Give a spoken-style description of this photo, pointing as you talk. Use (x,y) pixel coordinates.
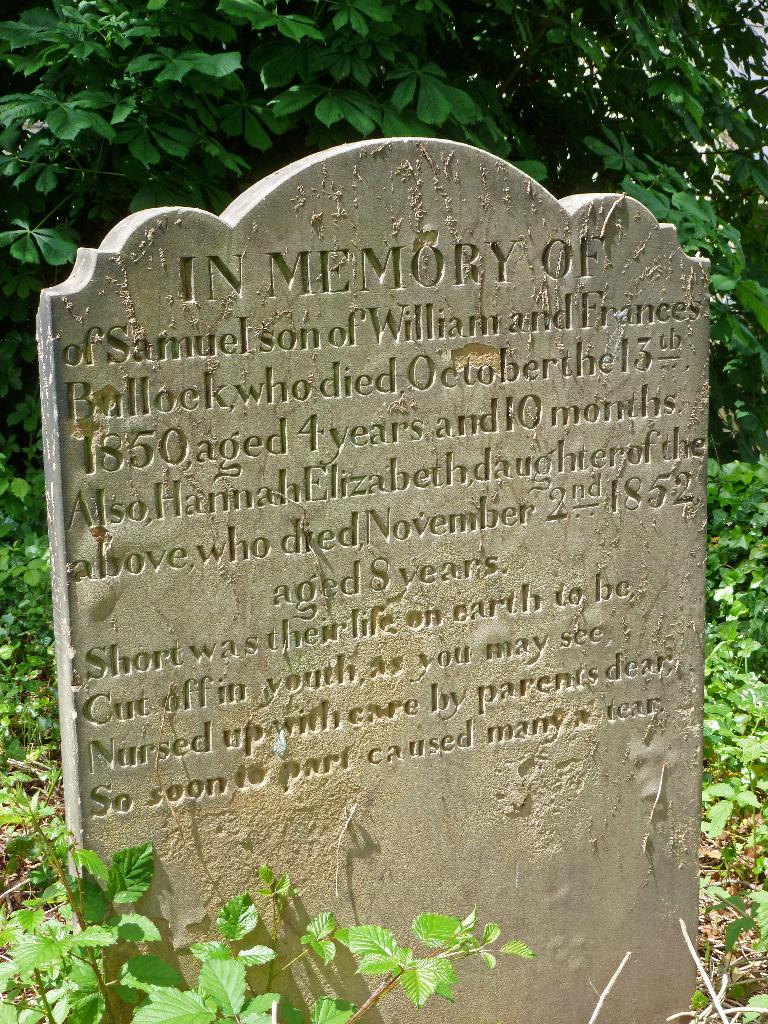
In this image we can see a graveyard stone (305,634) and some matter (345,548) is written on it and at the background of the image (242,45) there are some trees (644,36).
